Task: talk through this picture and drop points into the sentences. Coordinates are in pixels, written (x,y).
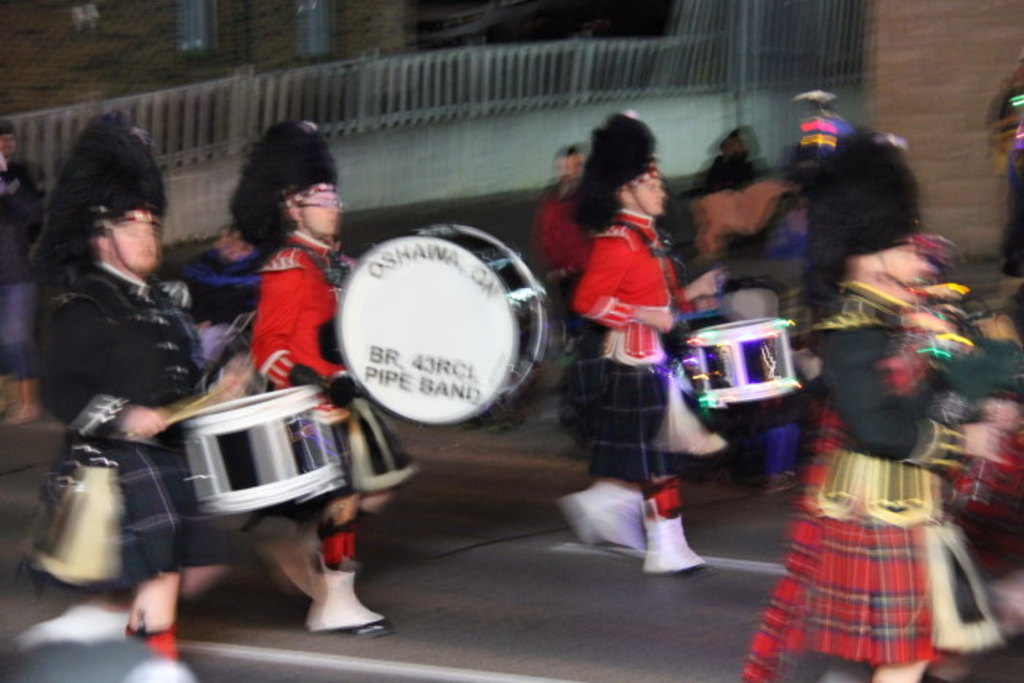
Here in this picture we can see a group of band people (289,308) playing drums (432,382) and other musical instruments (933,372) and we can see they are wearing different kind of costumes (865,378) and this picture is kind of blurry and behind them we can see a railing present and we can also see a house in blurry manner.
